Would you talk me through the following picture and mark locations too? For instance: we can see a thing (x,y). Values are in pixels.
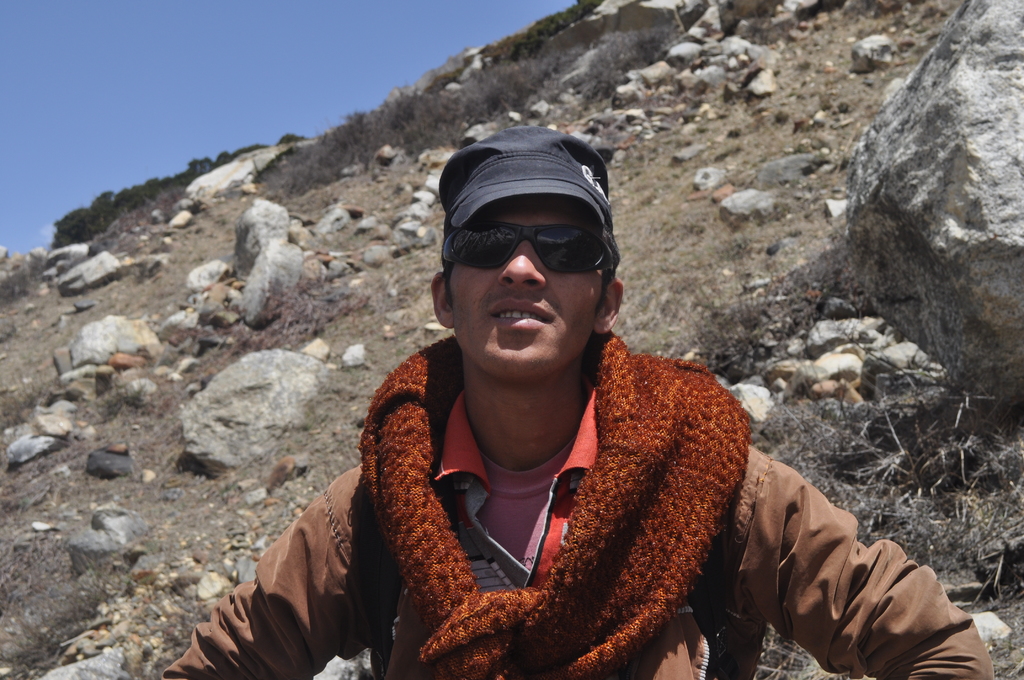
In the picture I can see a man (590,583) is standing. The man (476,553) is wearing black color shades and clothes (541,541). In the background (316,372) I can see rocks (289,283), the grass (915,412) and the sky (223,118).
